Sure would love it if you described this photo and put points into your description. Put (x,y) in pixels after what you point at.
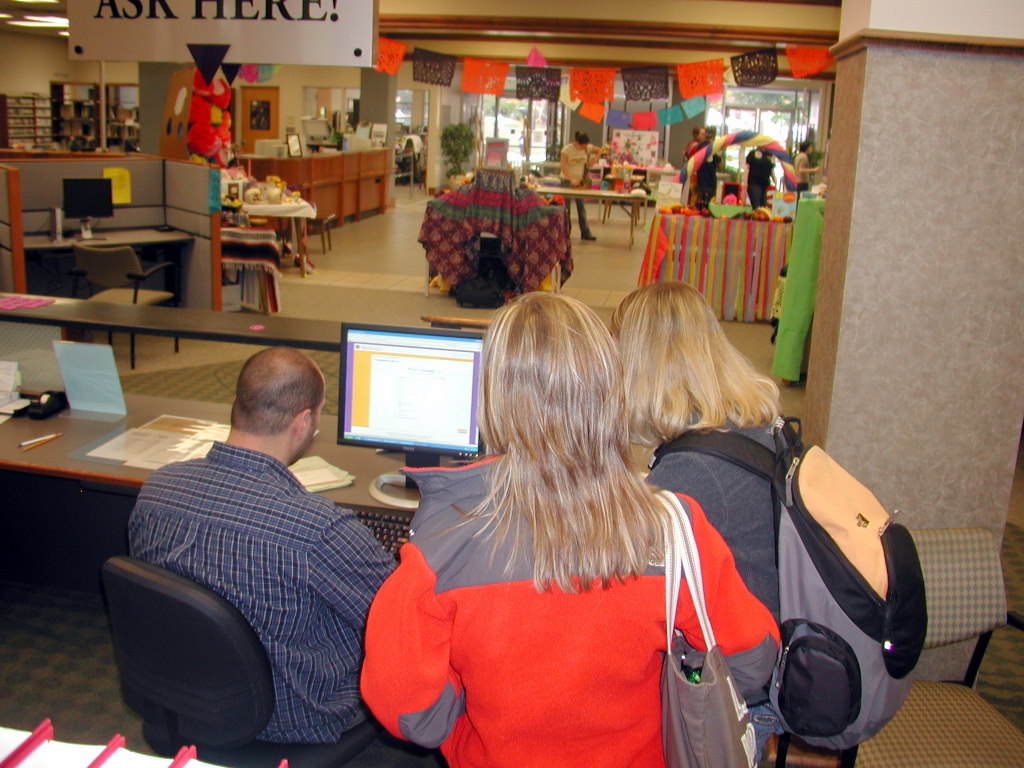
In the image we can see there are people (551,580) standing on the ground (446,296) and there is a man (300,610) sitting on the chair (237,628). There is a monitor (471,393) and keyboard (370,515) kept on the table (144,409). Behind there are tables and racks (11,133) kept on the ground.
